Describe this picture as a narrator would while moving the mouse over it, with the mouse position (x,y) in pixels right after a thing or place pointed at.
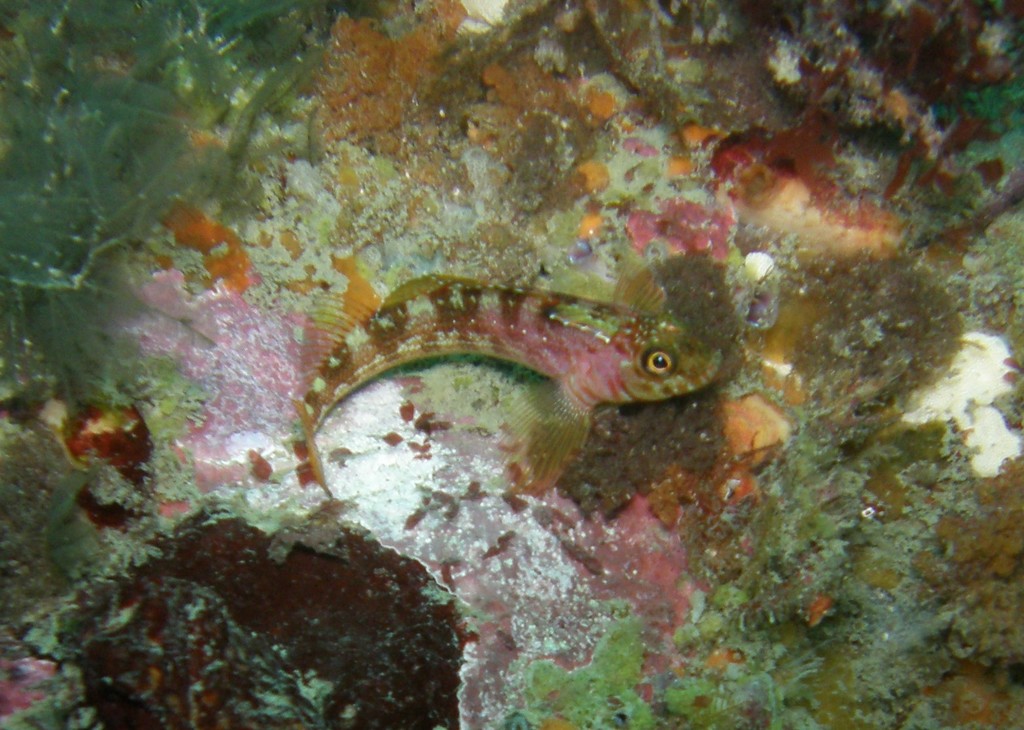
This picture describes about underwater environment (469,235), in this we can find a fish (400,297) in the middle of the image (463,315).
